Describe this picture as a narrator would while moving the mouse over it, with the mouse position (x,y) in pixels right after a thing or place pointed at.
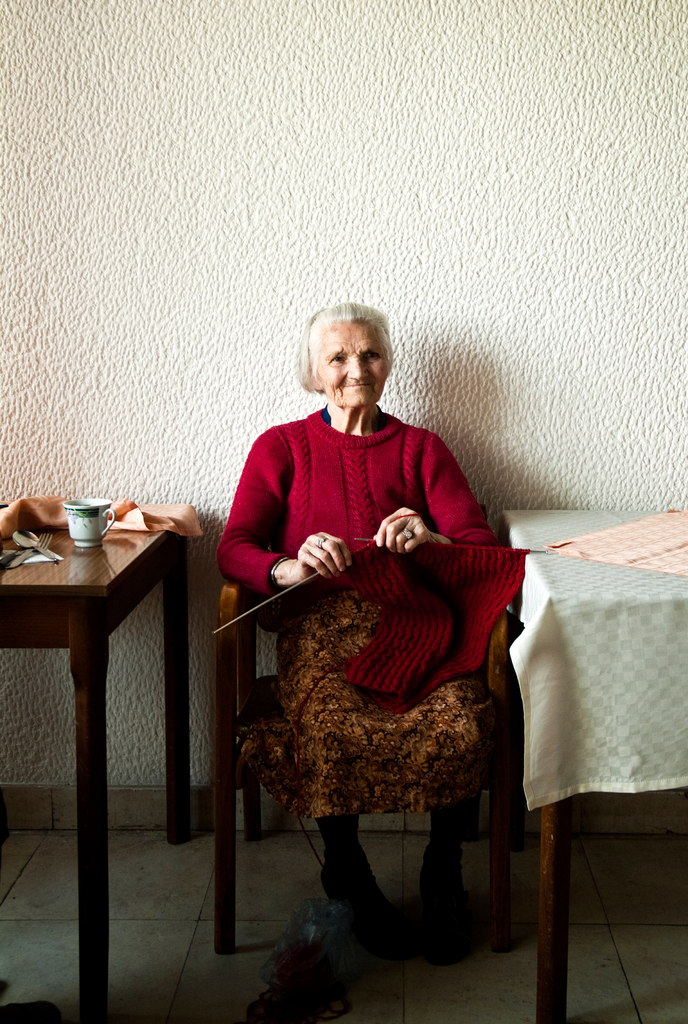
Here is the old woman (300,628) sitting on the chair (230,715) and smiling. She is sewing with woolen cloth (414,605) using needles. This is a table (603,583) covered with cloth (600,667), and here is another table (90,572) with a cup (95,537), spoons (57,556) and cloth (133,520) on it. This is wall (440,258) which is white in color.
